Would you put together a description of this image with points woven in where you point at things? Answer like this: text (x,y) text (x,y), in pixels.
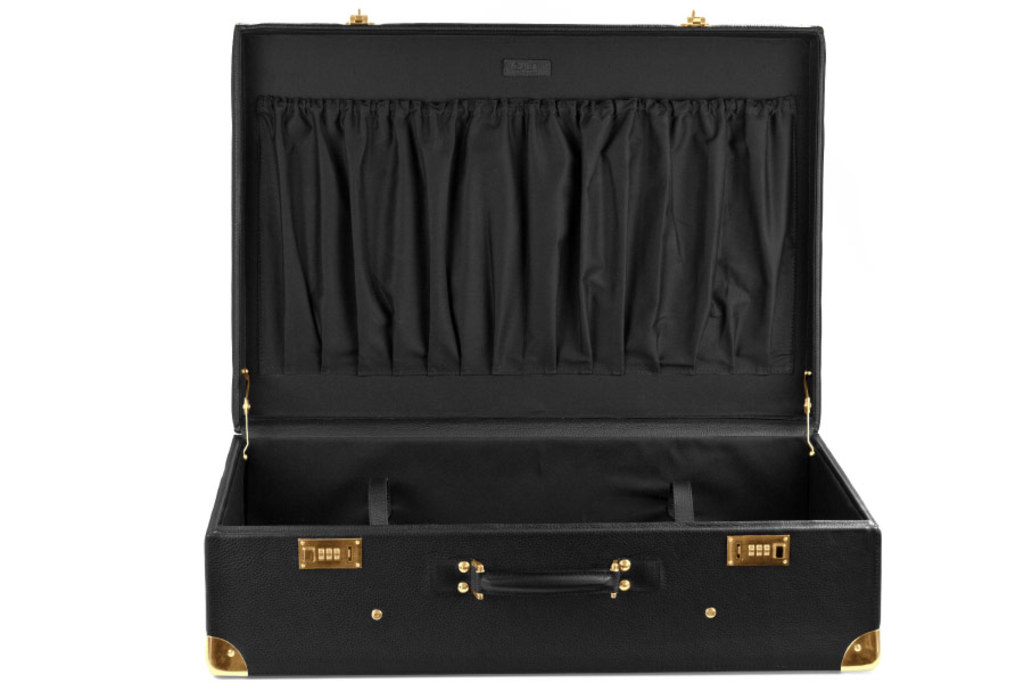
This is a briefcase (499,440) opened and it has locker system (735,545).
